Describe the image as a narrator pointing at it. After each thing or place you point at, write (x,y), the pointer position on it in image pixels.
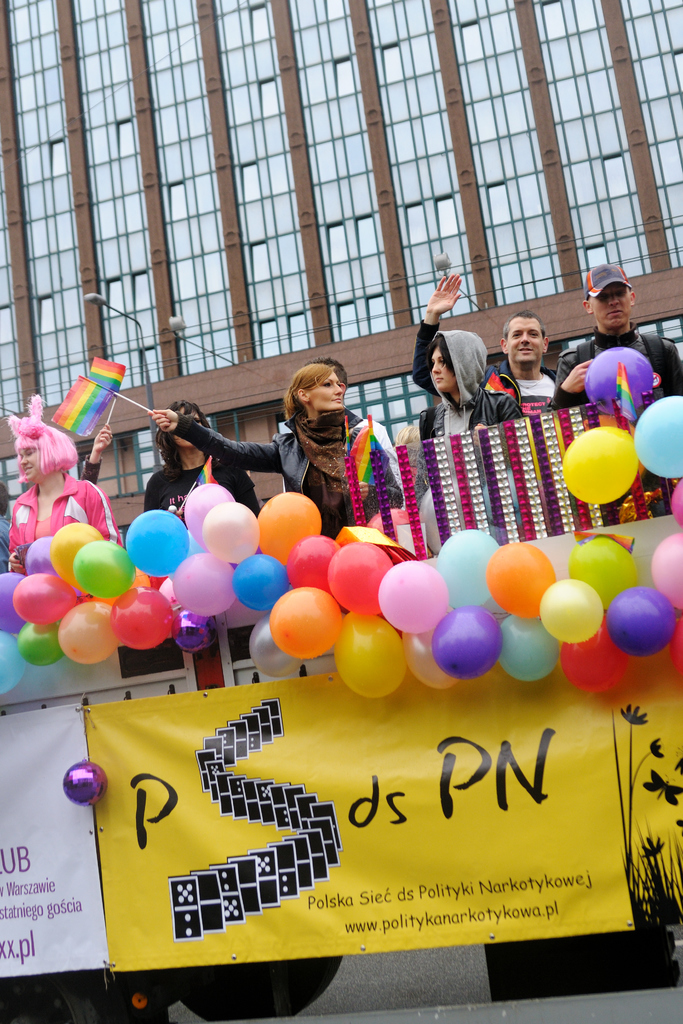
In this image I can see few boards (347,781) and number of balloons (486,588) in the front (476,731). On these boards (296,842) I can see something is written. In the background (14,550) I can see few people (35,527) are standing and few of them are holding flags (370,471). I can also see a building (378,350) and few lights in the background (294,177).
